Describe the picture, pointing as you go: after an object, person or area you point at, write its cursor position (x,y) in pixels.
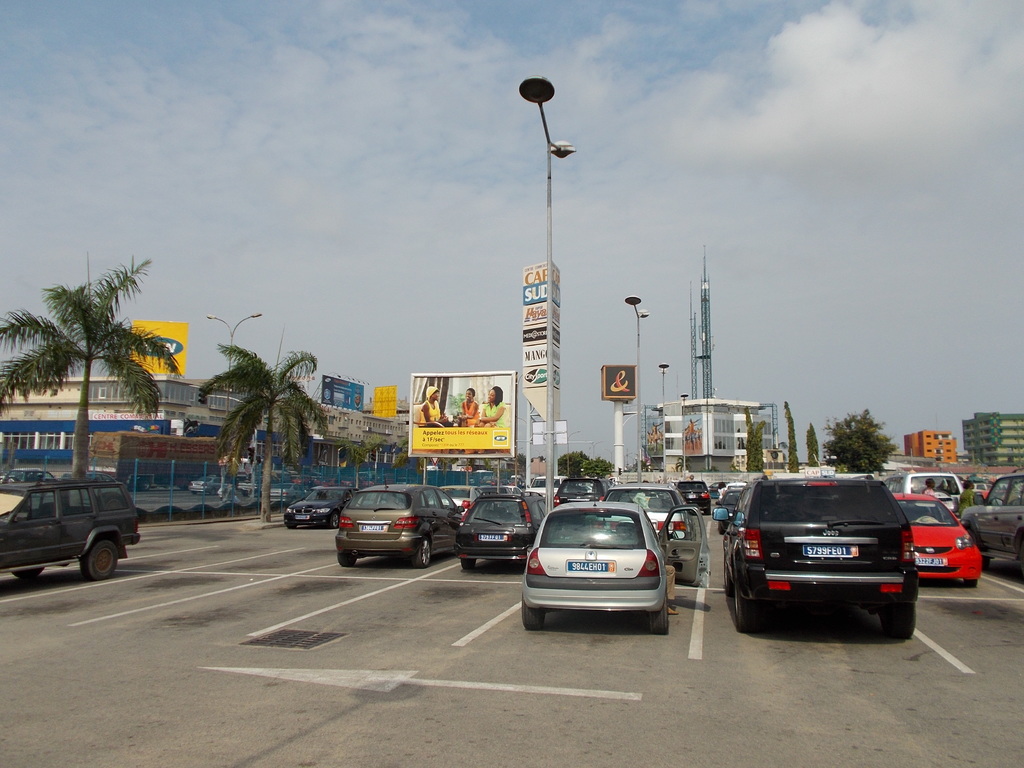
This is the picture of a place where we have some cars (570,508), trees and some poles (637,335) which has some lights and wires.
